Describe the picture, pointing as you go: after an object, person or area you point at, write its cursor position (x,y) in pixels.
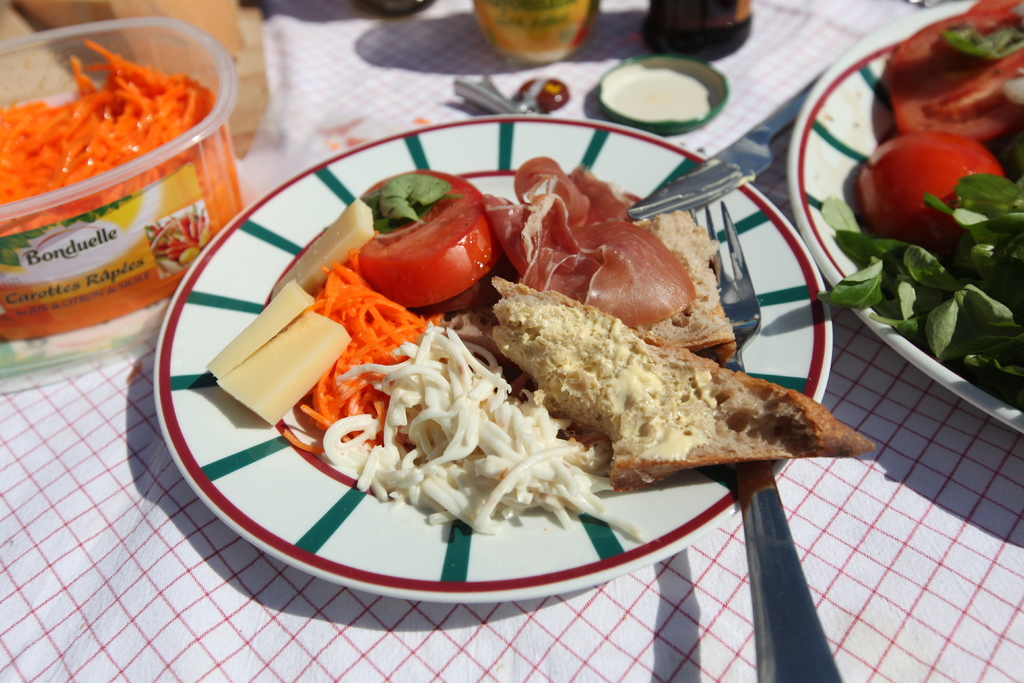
At the bottom of the image (131,587) there is a table (424,624) with a table cloth (929,549), two jars (727,45), a lid (615,92) and a box (94,296) with grated carrot (78,150) and two plates (765,297) with food items (710,398) on it. On the right side of the image (936,143) there is a plate (865,120) with tomato slices (901,216) and green leaves (970,324) on it. In the middle of the image (346,351) there is a plate (439,526) with a fork (787,564), a meat slice (671,307), a toast (675,366), cheese (286,376), grated carrots (383,375) and tomato slices (398,261) on it.
